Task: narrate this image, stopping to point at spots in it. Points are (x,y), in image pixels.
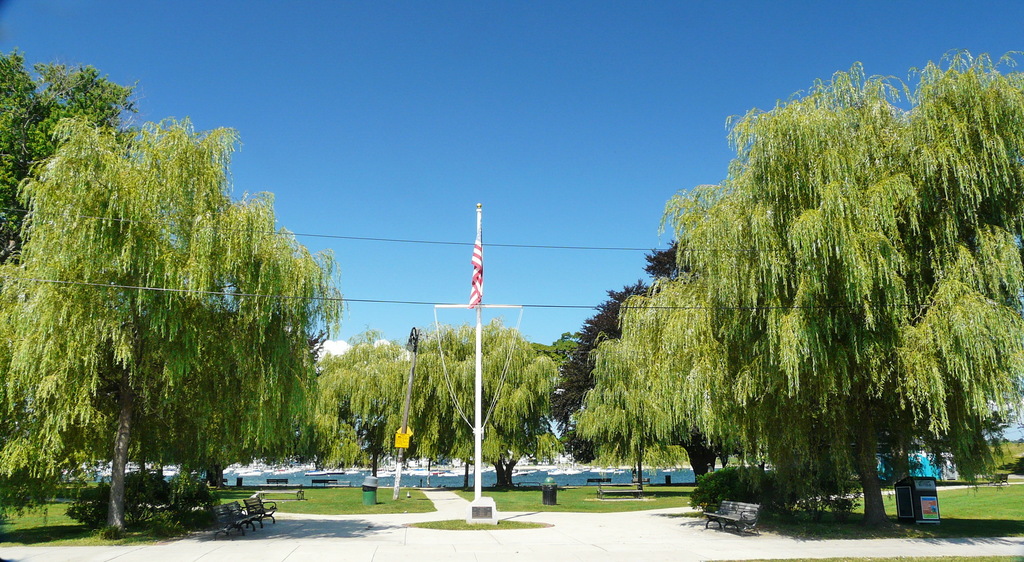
In the image there is a path (256,557), in between the path (186,542) there is a flag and around the path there are trees (4,357).
